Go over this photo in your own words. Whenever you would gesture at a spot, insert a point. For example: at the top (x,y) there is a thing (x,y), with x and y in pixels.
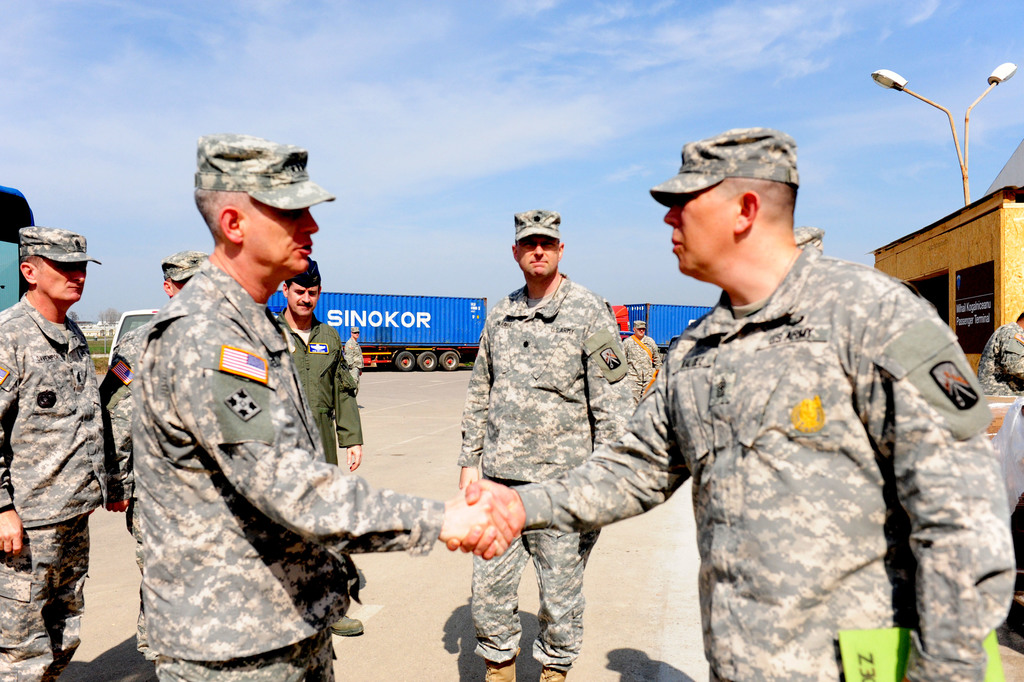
In this picture we can see a group of people (735,534) and in the background (610,274) we can see containers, sky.
